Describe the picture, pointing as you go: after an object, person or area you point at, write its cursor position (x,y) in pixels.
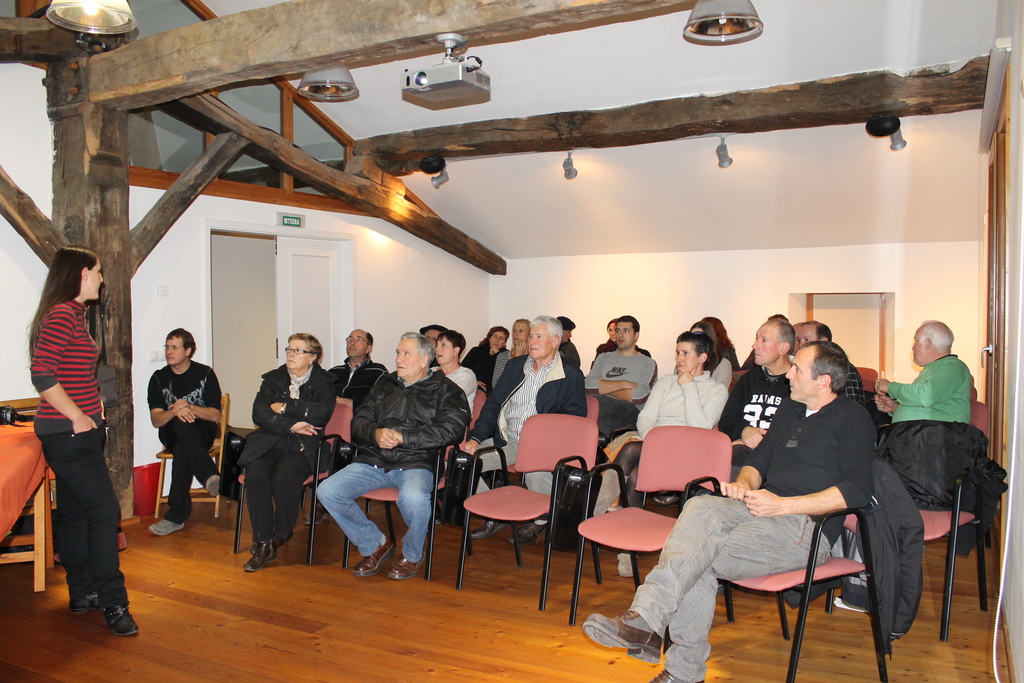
We have a group of people (656,422) sitting here, we have a woman (39,411) standing on the left (77,385), we have a wooden floor (384,668). There is a door (311,238) on the left side (233,268) also there is a projector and some lights (573,164).
